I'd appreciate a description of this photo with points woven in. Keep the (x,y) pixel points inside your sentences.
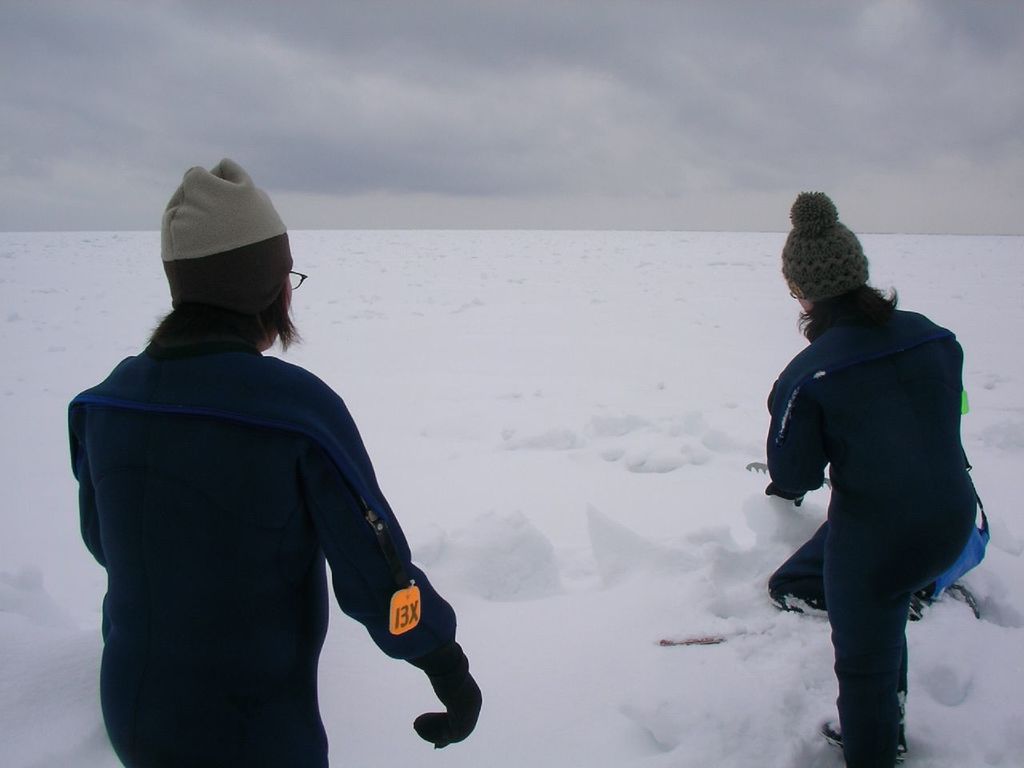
In the center of the image (345,462), we can see people (421,602) wearing caps (235,287) and glasses (296,278) and at the bottom (589,571), there is snow (560,526).
